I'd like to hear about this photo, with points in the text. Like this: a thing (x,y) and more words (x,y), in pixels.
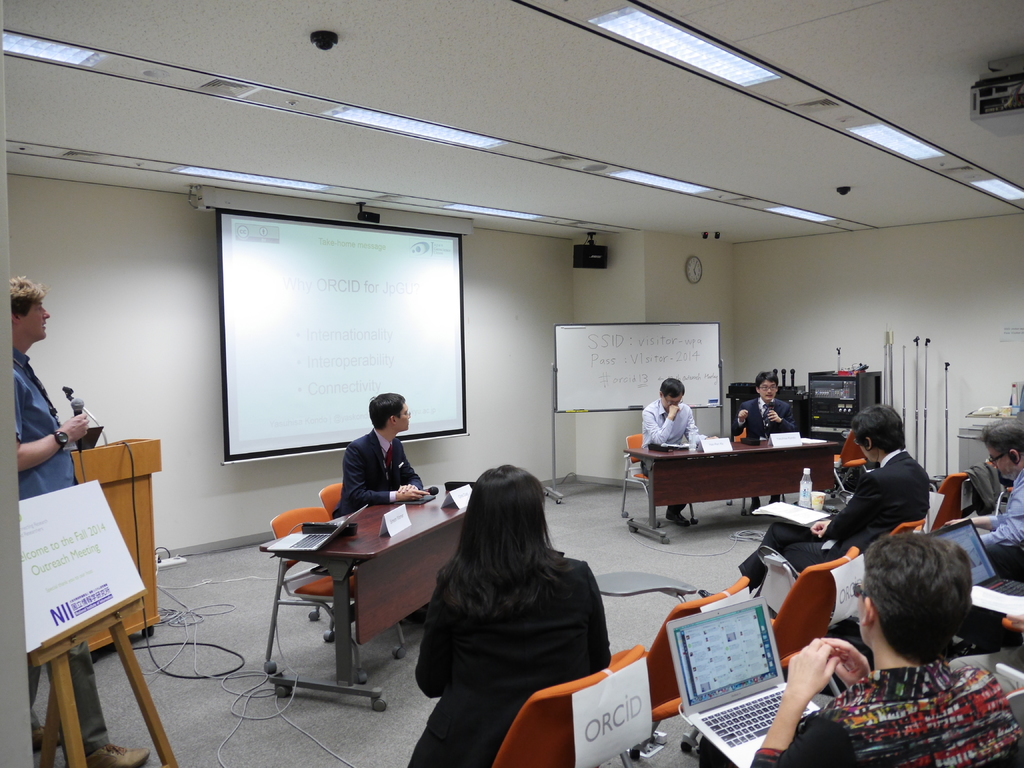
Here we can see a group of people (891,623) are sitting on the chair (590,672), and here is the laptop (306,537) on the table (439,547), and here a person (21,454) is standing and holding a microphone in his hands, and here is the wall (152,348), and here is the projector (335,322), and here is the board (656,355).
